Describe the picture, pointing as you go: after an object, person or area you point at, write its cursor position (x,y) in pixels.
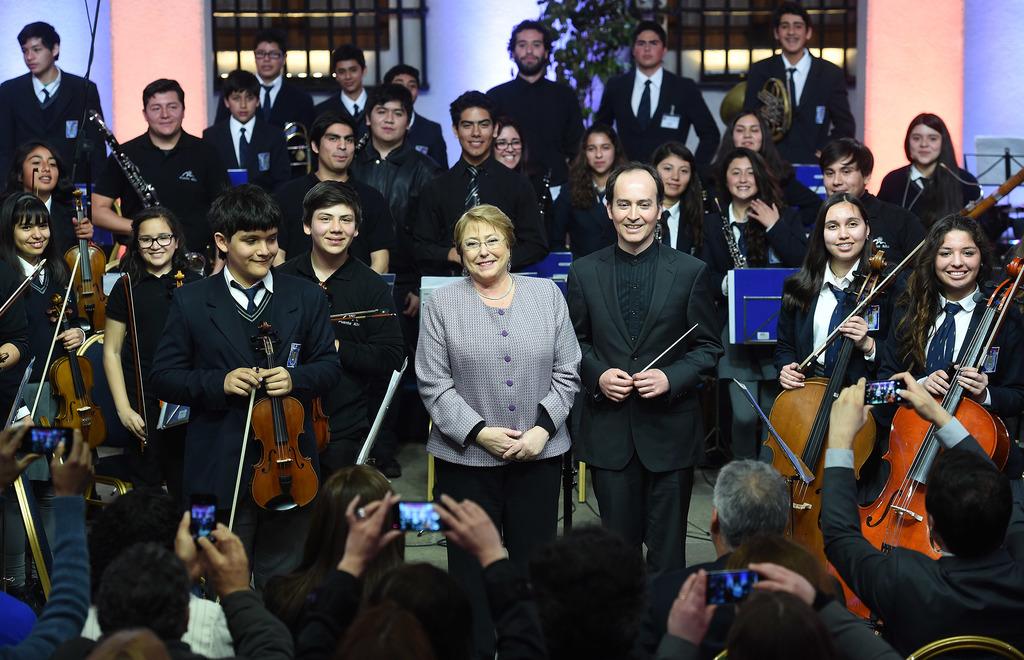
People (625,203) are standing holding musical instrument (820,415), people (846,410) are holding phone (409,523), in the back there is plant (586,40), window (372,26), wall (170,35).
